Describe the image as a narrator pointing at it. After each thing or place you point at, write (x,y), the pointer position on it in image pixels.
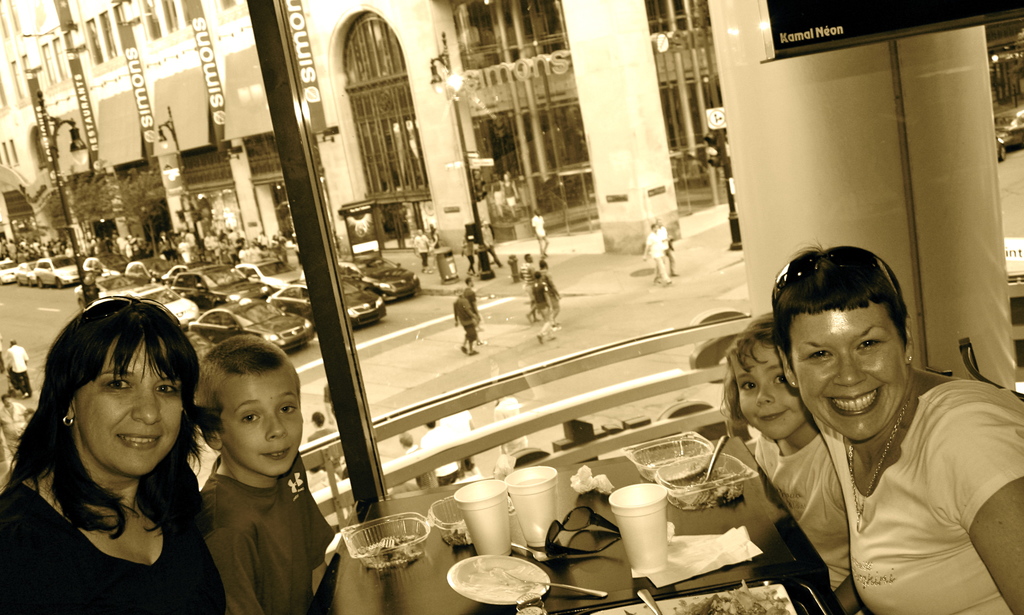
This is a black and white picture. Here we can see some persons (934,408) are sitting on the chairs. This is table (410,593). On the table (381,597) there are boxes (377,549), cups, goggles (574,518), and some food (722,607). This is glass (513,279). From the glass (398,238) we can see vehicles (252,275) on the road (425,353). And this is a building (481,135). There is a pole (48,120) and this is light (433,76).
